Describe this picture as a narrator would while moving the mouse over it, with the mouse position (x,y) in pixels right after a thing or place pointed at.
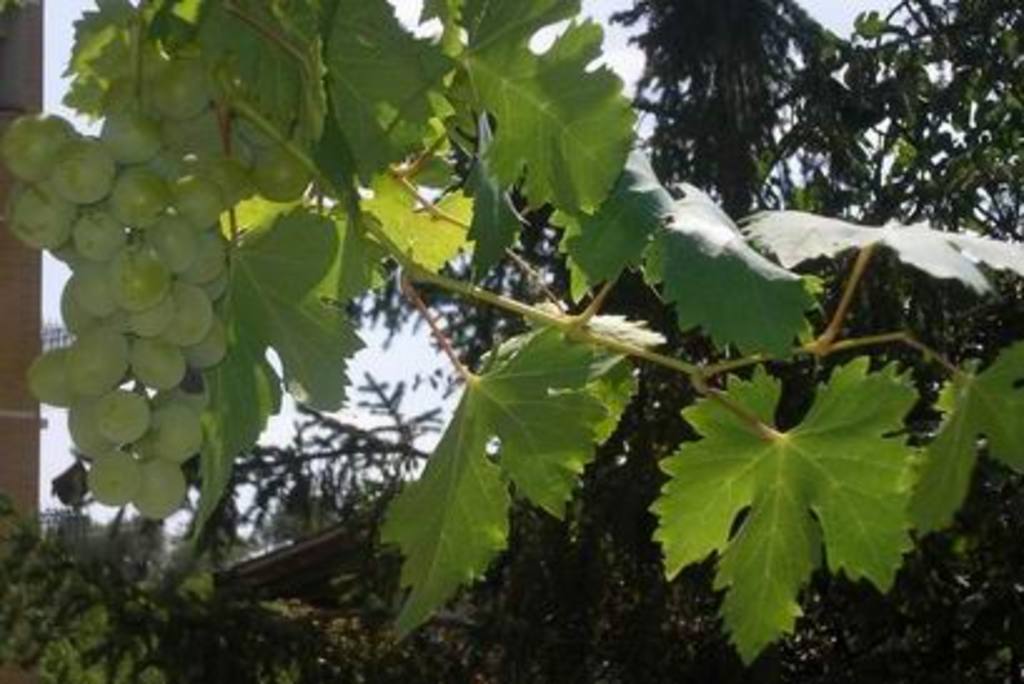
In the image on the left hand side (199,254) i can see a bunch of grapes (187,314) and in the background (805,61) i can see trees (806,77) and the sky (405,355).
